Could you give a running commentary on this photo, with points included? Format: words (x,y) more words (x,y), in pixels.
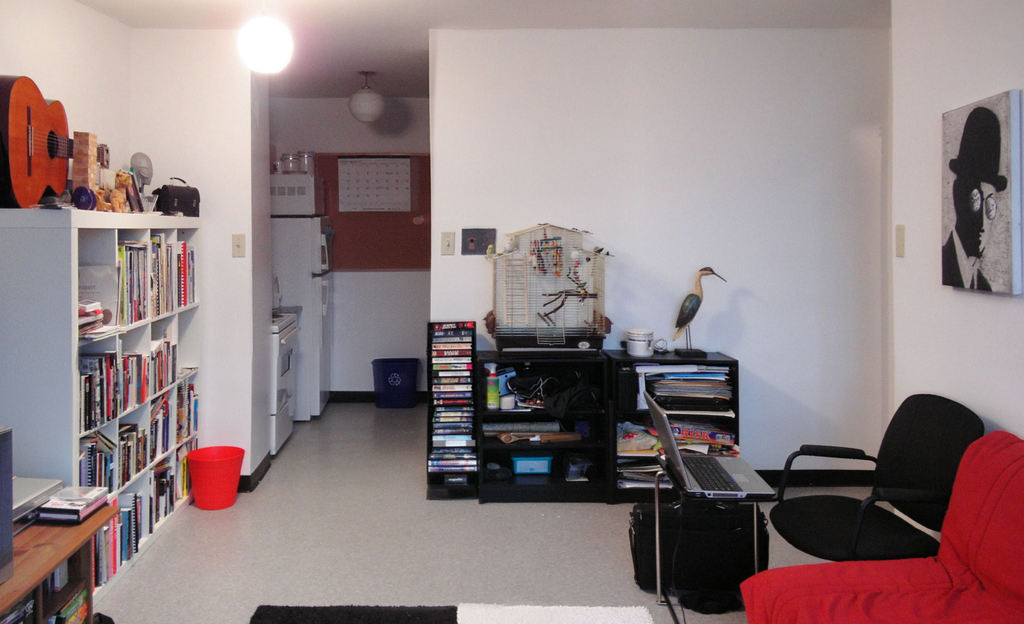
In this image there is a frame (998,223) attached to the wall (984,305), books (86,358) and some objects (510,442) on the shelves (173,380) and in the shelves (38,358), dustbins (240,468), guitar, stove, refrigerator (292,233), carpet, chairs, laptop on the table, toy bird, bird cage (591,277).
